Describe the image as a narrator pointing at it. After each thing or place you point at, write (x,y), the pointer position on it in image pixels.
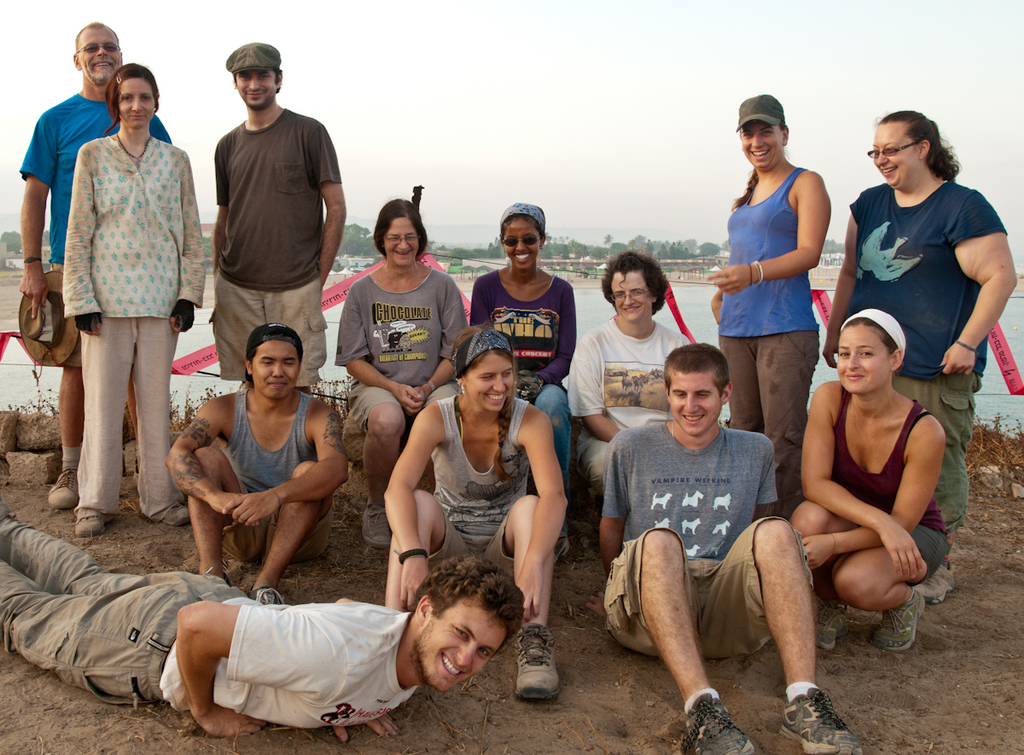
This picture describes about group of people (352,404), few are standing, few are seated and a man (287,635) is lying on the ground (509,688), behind them we can see few rocks (57,414), water (210,374), and trees (495,254).
